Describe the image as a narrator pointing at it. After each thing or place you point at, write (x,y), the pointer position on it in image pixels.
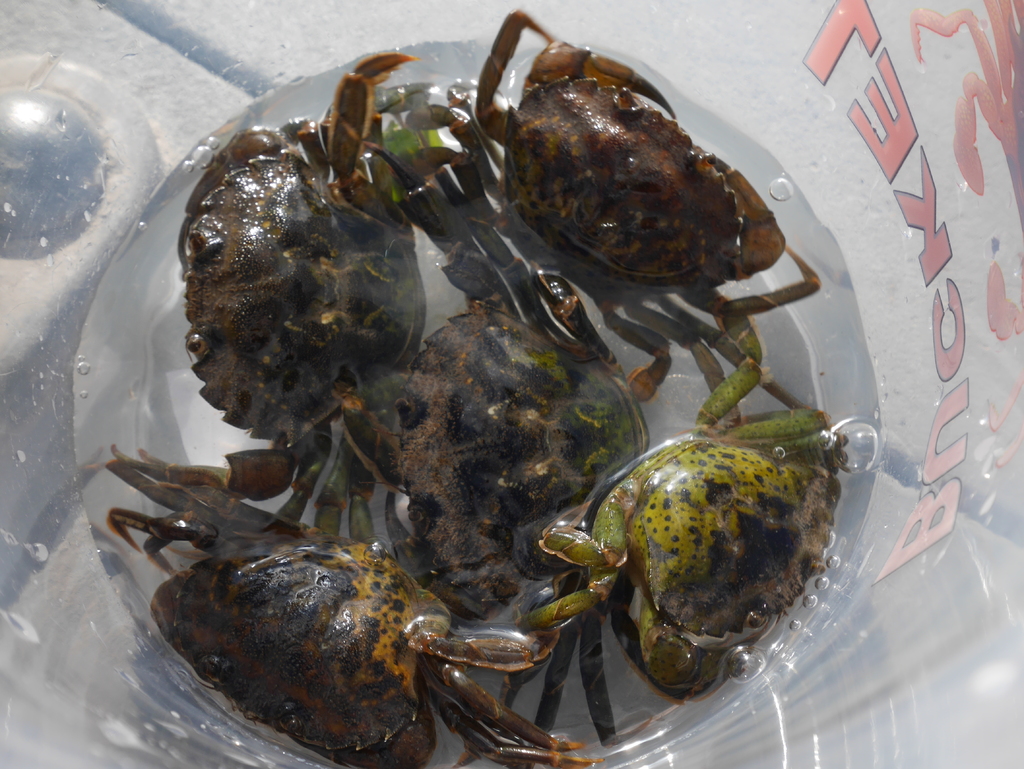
In this picture we can see a few crabs (370,231).
